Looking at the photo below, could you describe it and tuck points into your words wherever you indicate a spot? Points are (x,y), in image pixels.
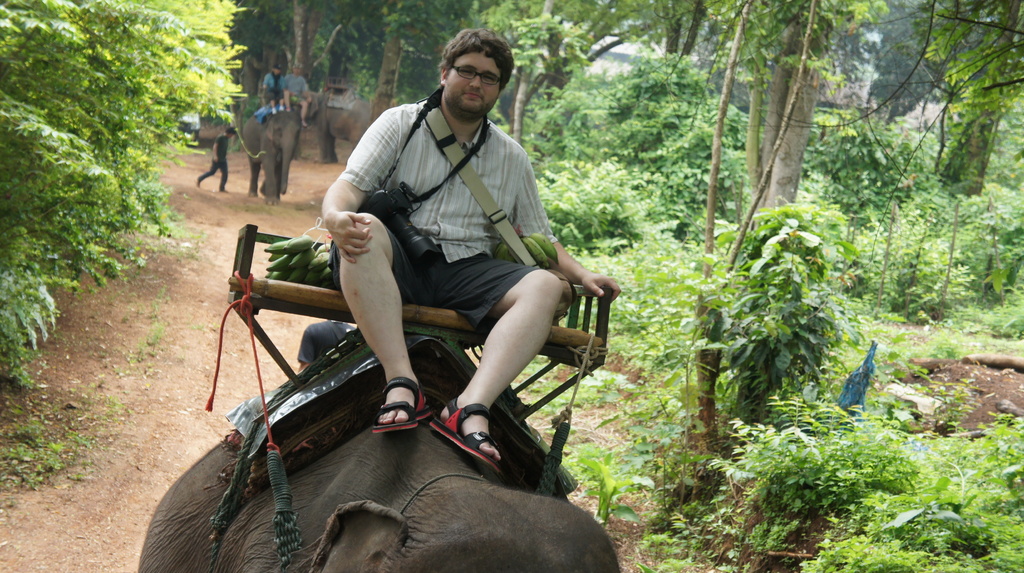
In this image I can see a man (453,57) is sitting on an elephant (167,567). I can also see he is carrying a camera (393,225) and also he is wearing a specs (497,75). In the background (263,156) I can see another elephant (285,132) and few more people (286,86). Here I can see number of trees (423,67).
